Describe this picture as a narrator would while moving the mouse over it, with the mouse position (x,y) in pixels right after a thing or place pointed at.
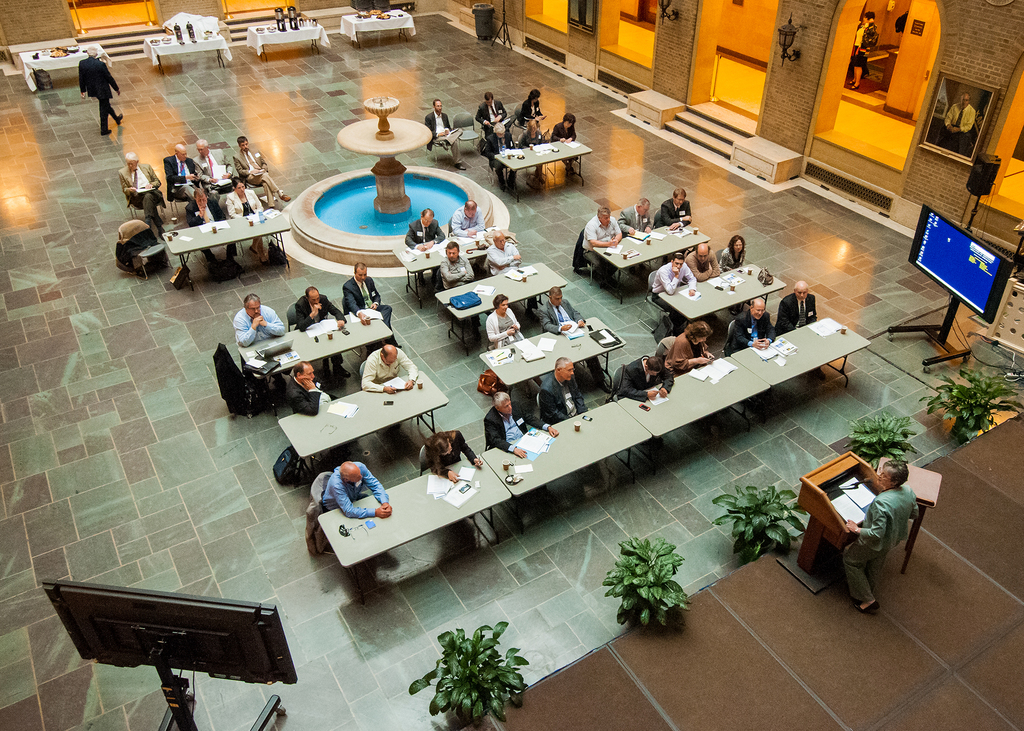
In this image I can see group of people (309,369) sitting, I can also see few papers (535,433), bags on the tables (494,298) and I can see a person (882,547) standing in front of the podium (823,547), I can also see two screens (198,649), few plants (505,700) in green color. Background I can see few lights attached to the wall (819,52) and I can also see few frames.
